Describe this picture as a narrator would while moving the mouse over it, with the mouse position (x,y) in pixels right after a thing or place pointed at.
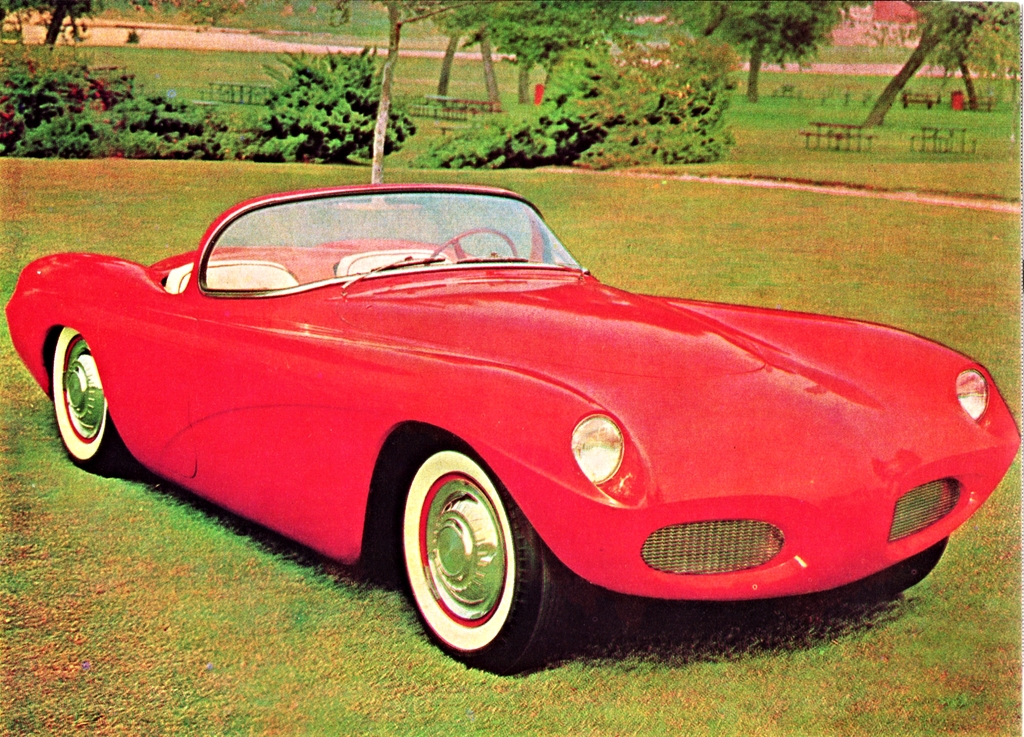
In the image there is a red car (344,394) on the grassland (6,689) and behind there are plants (711,92) and trees (470,4).
